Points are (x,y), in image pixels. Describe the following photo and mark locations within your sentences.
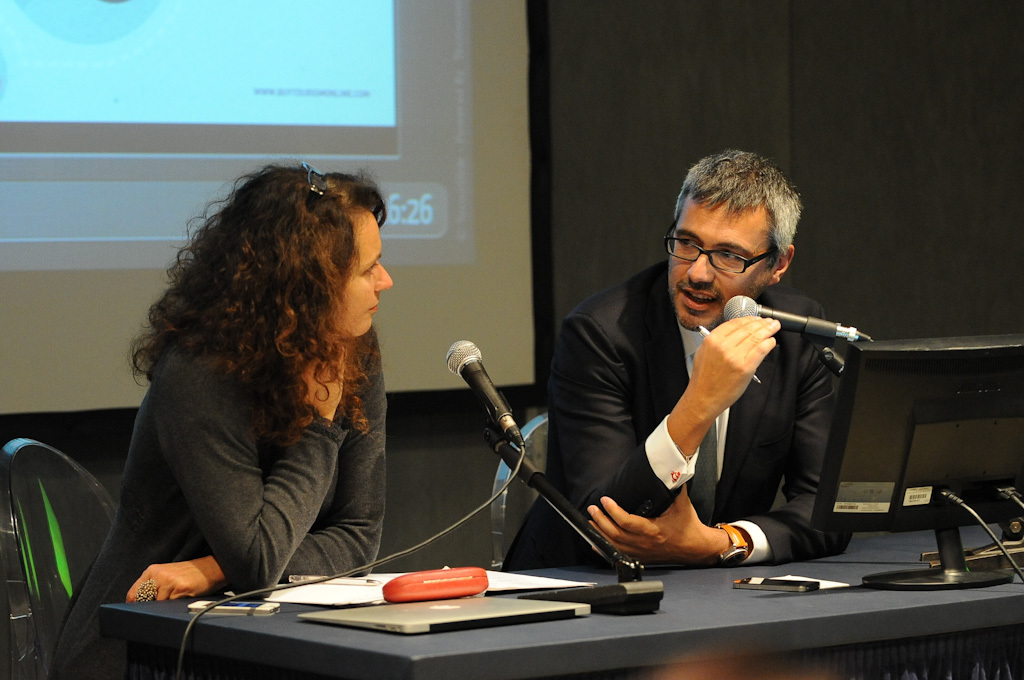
In this image there are chairs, people (271,356), table (959,632) with laptop (392,628), monitor (912,526) and mike's (634,578) in the foreground (658,580). And there is a screen (310,6) on the wall (470,479) in the background (323,120).
